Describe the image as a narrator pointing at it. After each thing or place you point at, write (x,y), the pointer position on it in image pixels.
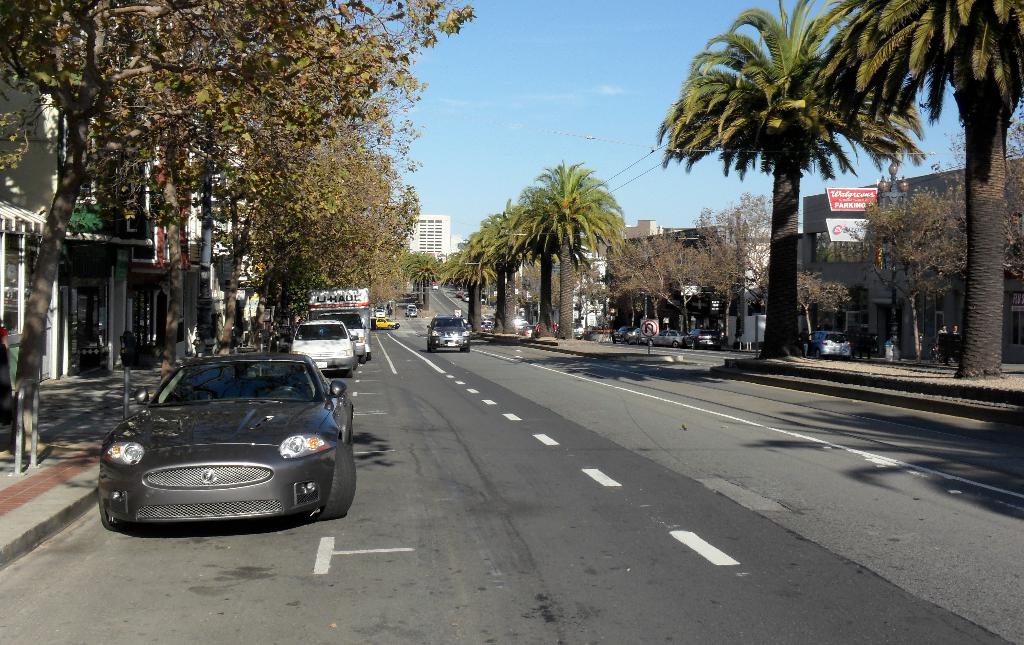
This is the picture of a city (427,316). In this image there are vehicles (379,316) on the road (987,640). On the left (166,147) and on the right side of the image (908,189) there are trees (228,155) and buildings (24,262). At the top (611,53) there is sky (583,53). At the bottom (685,537) there is a road (591,464). On the right side of the image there are two persons (939,352) walking on the footpath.
